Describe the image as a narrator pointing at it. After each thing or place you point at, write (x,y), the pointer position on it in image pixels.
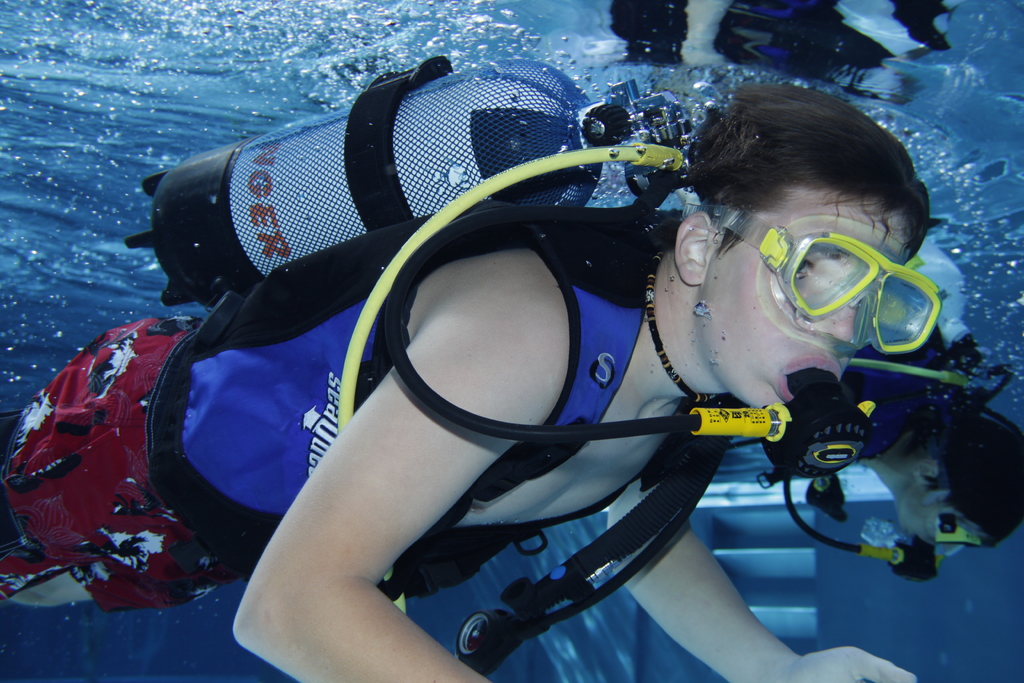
These people (473,358) are inside a water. This person (494,246) wore goggles (826,340). Here we can see pipe (448,216) and oxygen cylinder (458,145).
